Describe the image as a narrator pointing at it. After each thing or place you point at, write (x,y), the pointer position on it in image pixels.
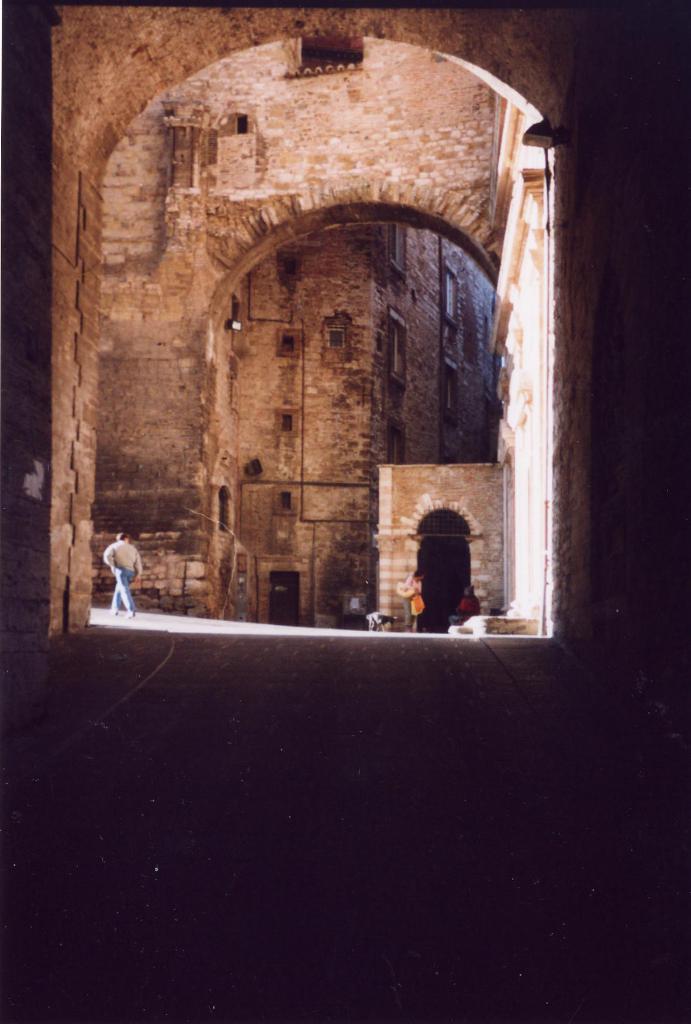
In this image I can see a person (117,558) walking wearing brown shirt (126,553), blue pant (128,591). Background (187,149) I can see a building (240,281) in brown color.
